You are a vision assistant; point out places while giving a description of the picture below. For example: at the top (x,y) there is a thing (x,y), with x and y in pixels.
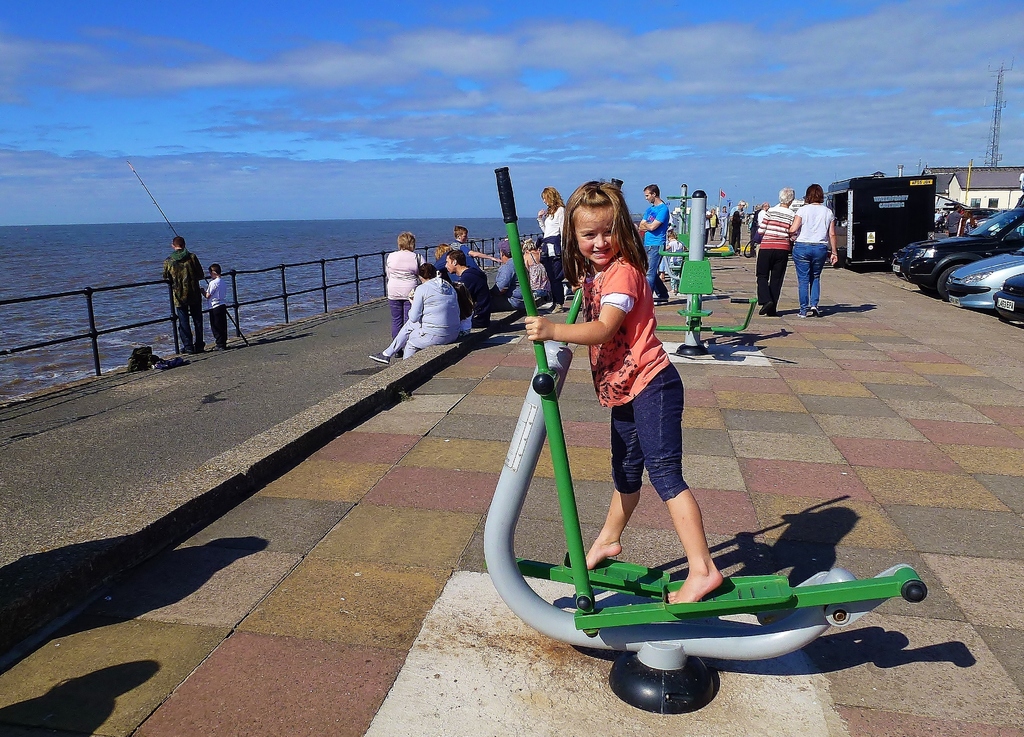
A girl (656,460) is standing. Behind her there are other people (179,298). At the left (137,270) there is fencing (175,314) and water (103,252). At the right (985,254) there are cars (999,264) and buildings (942,172).
